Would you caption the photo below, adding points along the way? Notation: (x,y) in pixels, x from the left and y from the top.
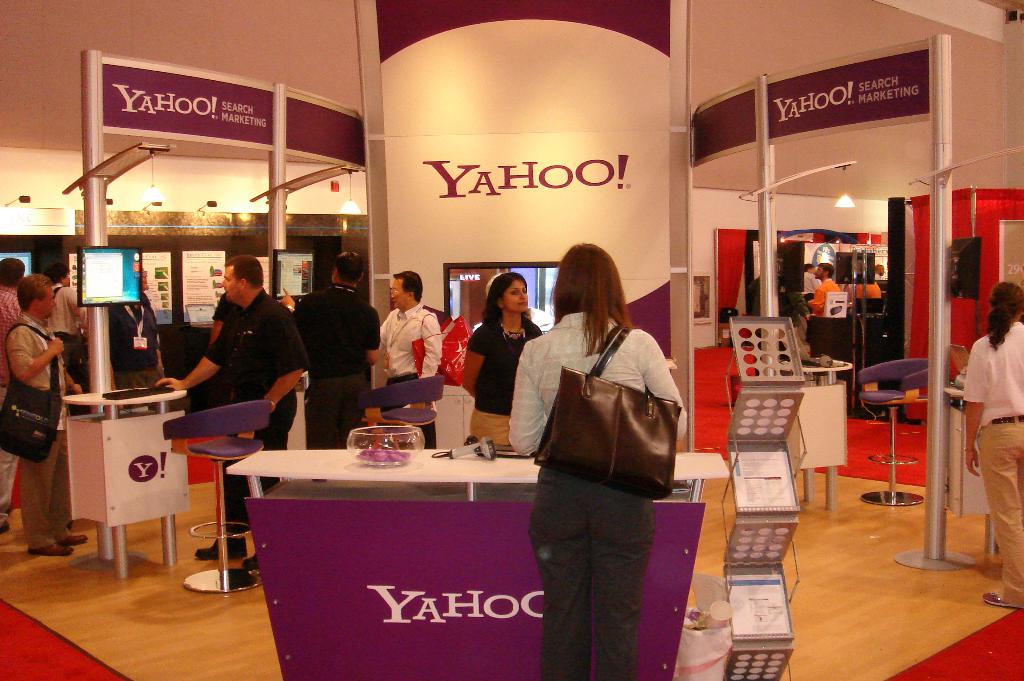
In this picture we can see some of the people (532,375) standing, the woman (545,375) standing in front of a table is carrying a handbag (612,427), here are some hoardings (234,125) where we can read Yahoo on that, on the left side of the image (130,266) we can see a digital screen (111,266) here the man (39,364) on the left side of the image (50,339) is carrying a carry bag (55,379), here we can see some of the chairs (411,411) we can see light (846,203) here.
